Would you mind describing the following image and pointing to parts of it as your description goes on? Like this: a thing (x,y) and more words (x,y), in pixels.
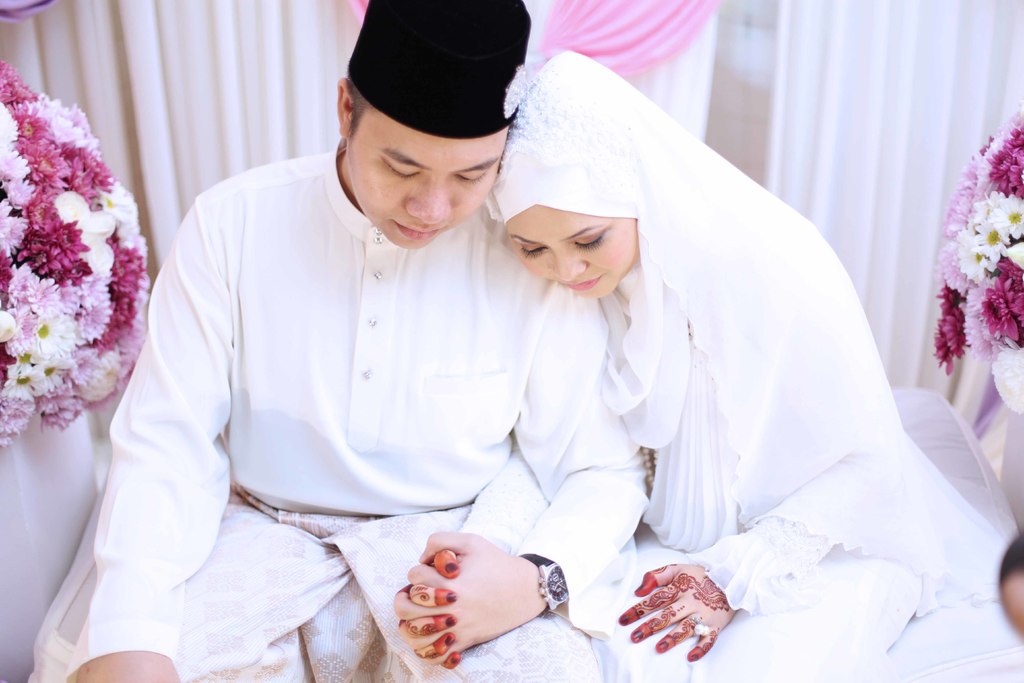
In this image we can see a man (436,489) and woman (773,352) wearing white dresses (521,446) are sitting. On the either side of the image we can see flowers (948,348) and in the background (331,75), we can see the curtains (993,48).
